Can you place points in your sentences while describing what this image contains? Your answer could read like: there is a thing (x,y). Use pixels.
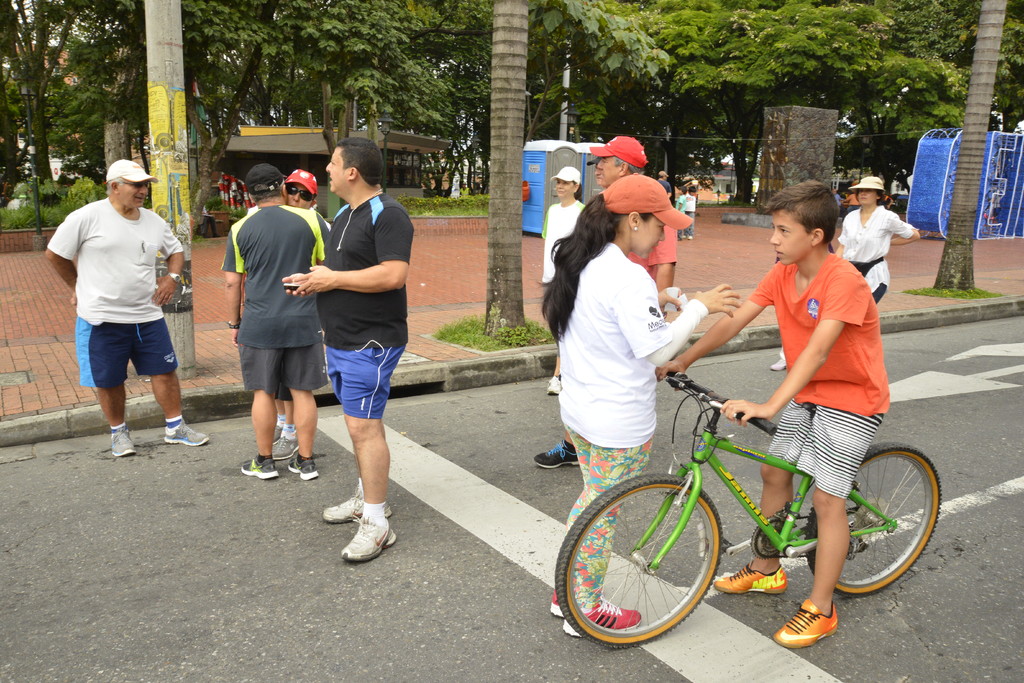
In this image we can see a child (834,321) sitting on the bicycle (656,484) and few people (98,296) are standing on the road (673,415). In the background (635,100) we can see trees (743,90).
